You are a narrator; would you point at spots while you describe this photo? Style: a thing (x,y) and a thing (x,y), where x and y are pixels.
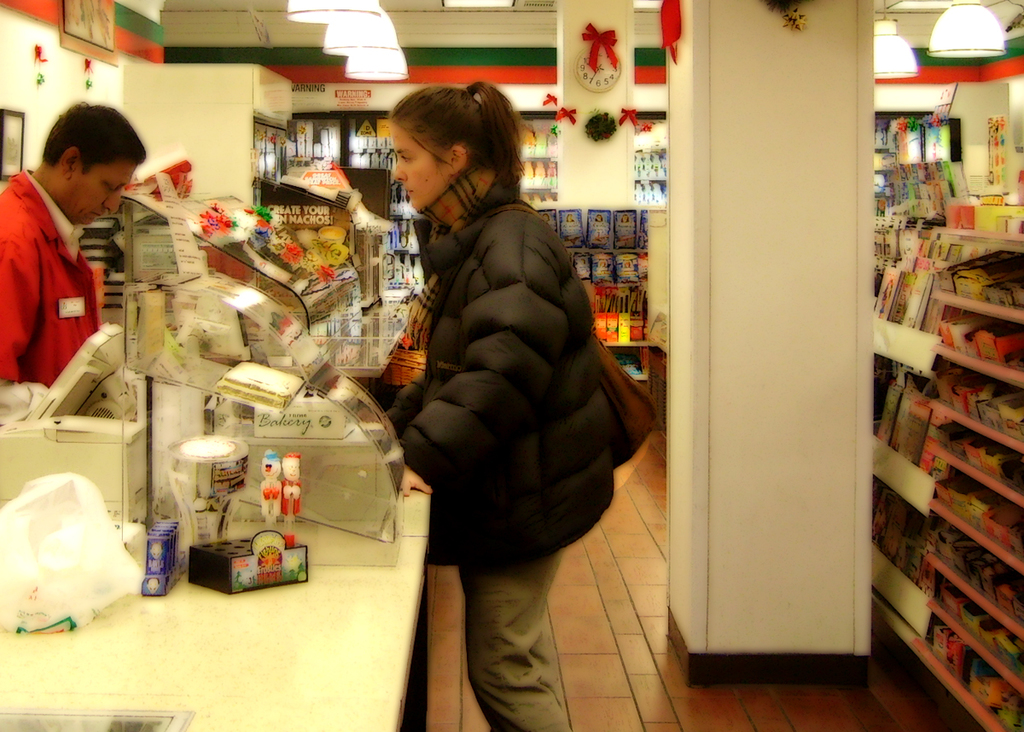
In this picture we can see the lights (376,30), pillars (696,454), clock (583,83), frames (83,22), tables (179,627), machine (107,408), plastic cover (48,510), bag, jackets (21,270), two people (63,211) standing on the floor (608,649) and in the background (647,314) we can see some objects (951,445) in racks (890,345).
